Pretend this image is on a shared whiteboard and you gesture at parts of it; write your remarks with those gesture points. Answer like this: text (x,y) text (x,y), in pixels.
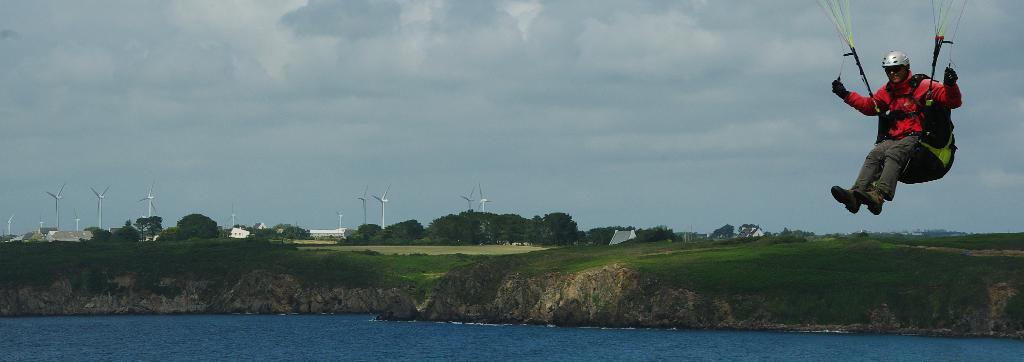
On the right of the image (908,158) there is a man (889,131) flying. In the background (336,334) there is water (351,334), grass (516,254), trees (441,233), wind vanes (483,207), building (336,231), sky (249,158) and clouds (126,109).
